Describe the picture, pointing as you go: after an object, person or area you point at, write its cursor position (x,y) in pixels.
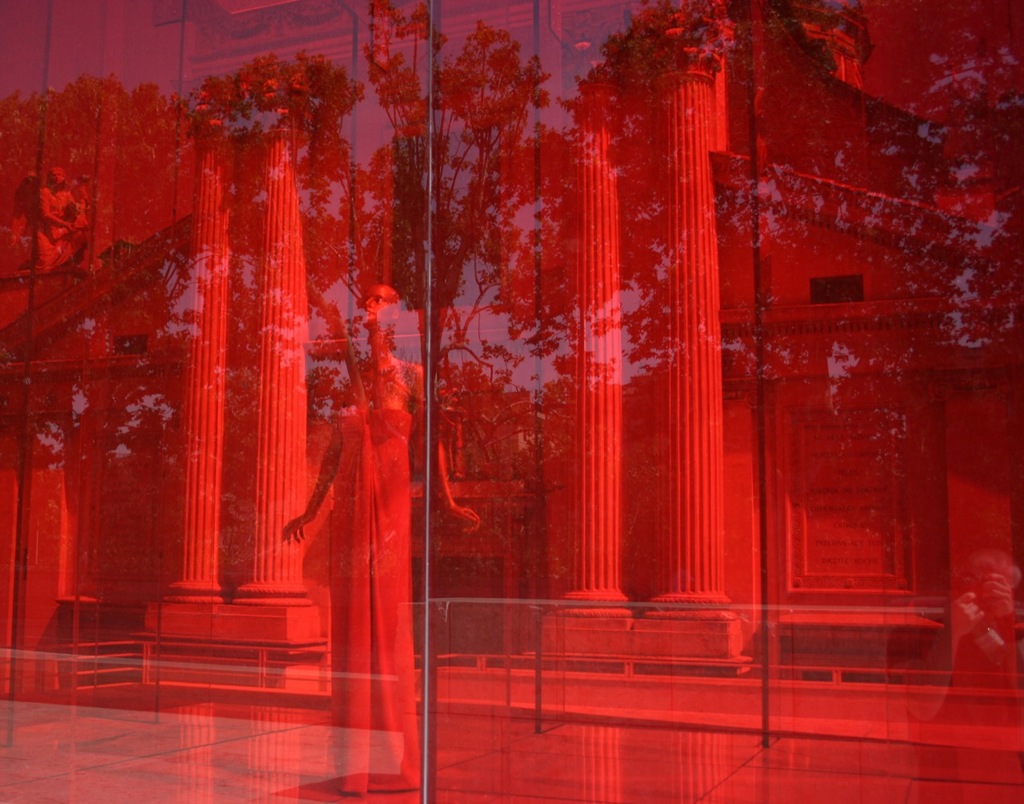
Here in this picture we can see reflection (761,377) of statues (341,412), pillars (273,457), plants (323,255) and trees (574,123) on a glass (203,273), which is in red color.
